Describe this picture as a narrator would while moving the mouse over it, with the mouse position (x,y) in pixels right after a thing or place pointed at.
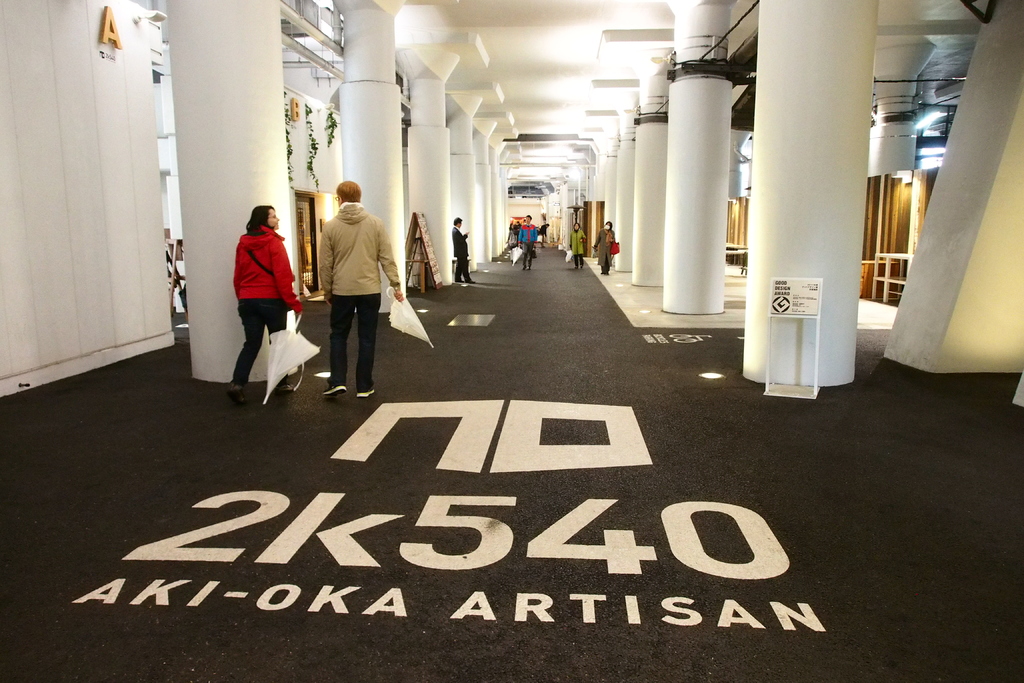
There are few persons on the floor (583,328) and they are holding umbrellas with their hands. Here we can see pillars (479,221), boards (179,251), and wall (52,84).
